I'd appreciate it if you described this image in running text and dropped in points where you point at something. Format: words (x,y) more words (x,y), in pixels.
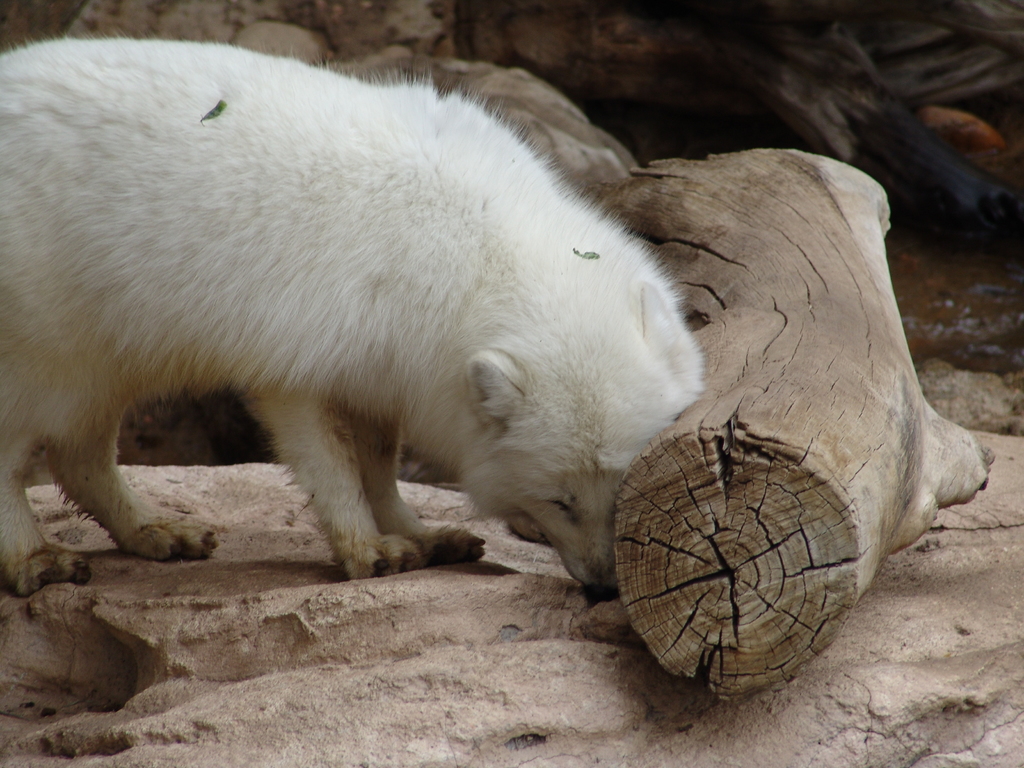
In this image I can see an animal (248,383) standing on the rock (305,590). The animal (230,365) is in white color. It is standing in-front of the branch (761,371) of the tree (705,323). In the back (259,30) I can see the rock (233,6).
